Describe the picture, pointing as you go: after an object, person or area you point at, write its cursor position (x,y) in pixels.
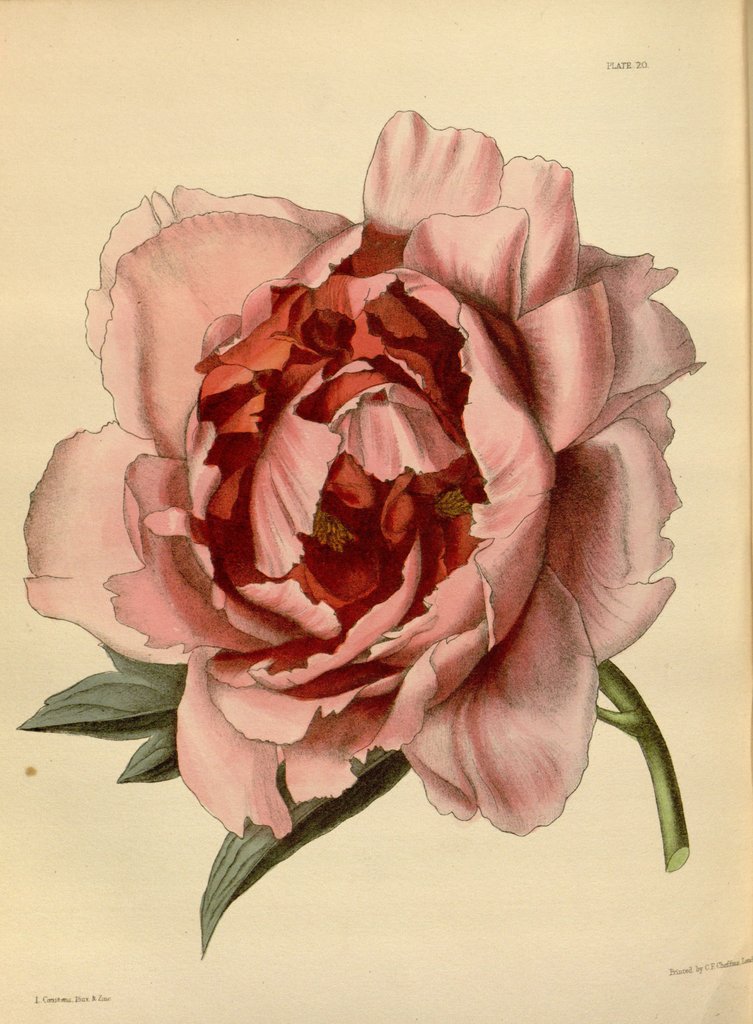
In this picture we can see pink flower (376,643) is drawn on the white paper (423,841).
